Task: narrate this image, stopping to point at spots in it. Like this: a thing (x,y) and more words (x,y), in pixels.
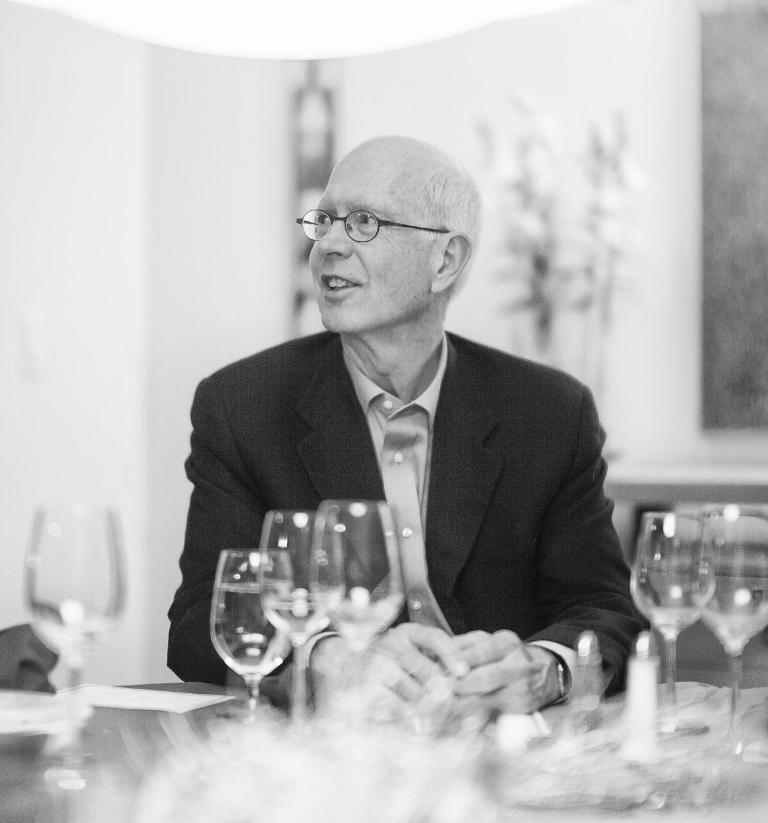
In this picture we can see a man (458,357) who is sitting on the chair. And this is the table (761,734). There are some glasses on the table (150,741). He wear a suit (442,395) and he has spectacles (355,234). On the background (170,211) there is a wall (136,255).
